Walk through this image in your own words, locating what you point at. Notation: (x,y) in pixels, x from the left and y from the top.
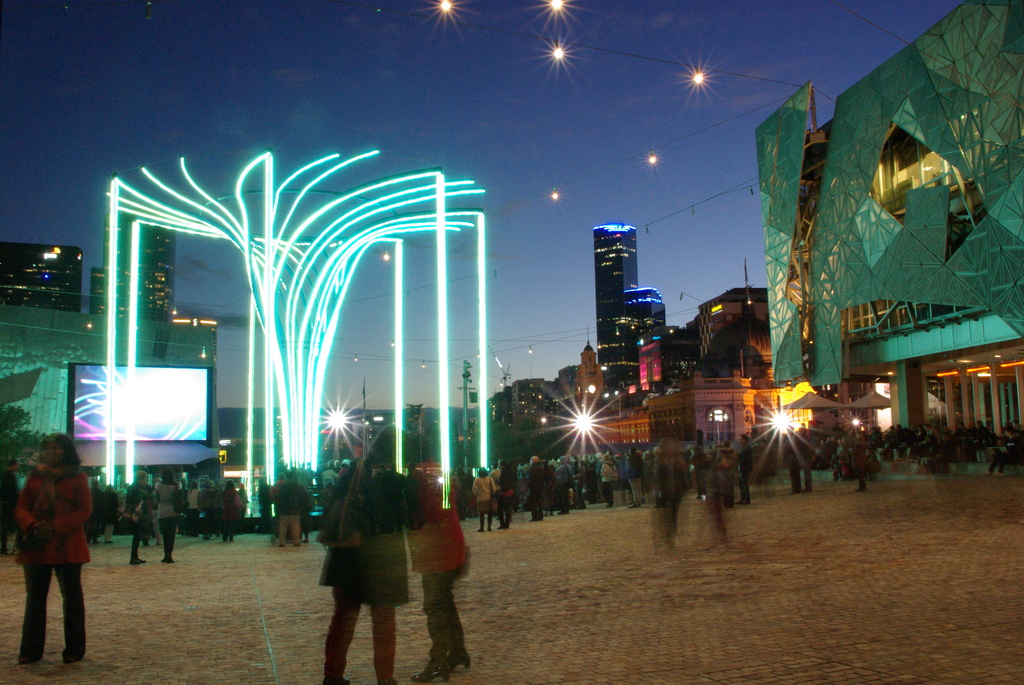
This image is clicked on a street (187,672), there are many people (32,572) walking and standing on the land (763,622), on the left side (89,376) there is a screen (148,407) to the building (40,348), in the back (621,408) there are many buildings (637,390) all over the image with lights (342,420) in front of it and above its sky (469,58) with lights (450,6).
